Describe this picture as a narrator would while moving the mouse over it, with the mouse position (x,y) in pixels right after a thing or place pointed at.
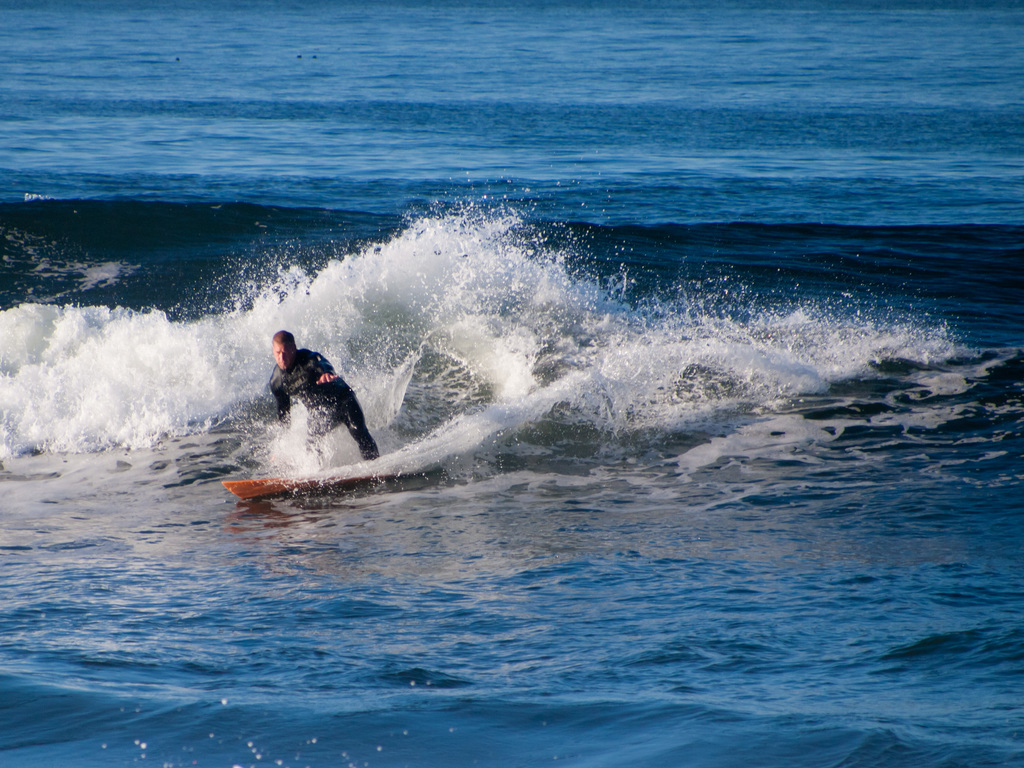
In this picture I can observe a man (307,377) surfing on the surfing board (269,494). In the background (319,229) there is an ocean (461,198).
